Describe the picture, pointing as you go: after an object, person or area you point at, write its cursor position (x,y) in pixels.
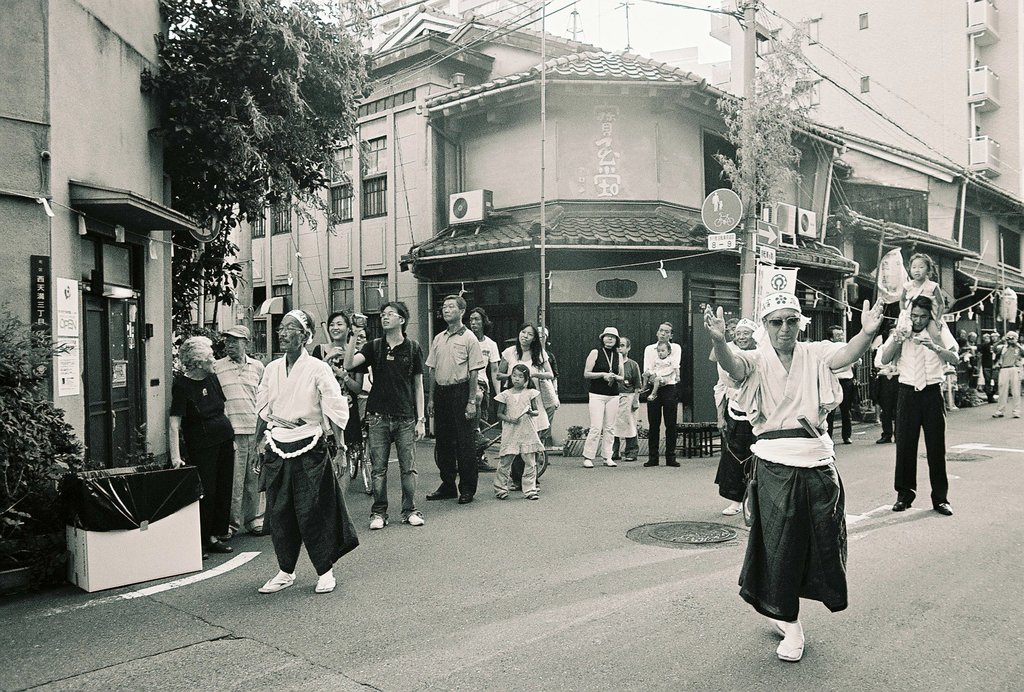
This is black and white picture, few people (238,383) standing and this person (757,579) in a motion. We can see buildings (16,302) and pole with wires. Left side of the image (8,423) we can see plants (12,427).
